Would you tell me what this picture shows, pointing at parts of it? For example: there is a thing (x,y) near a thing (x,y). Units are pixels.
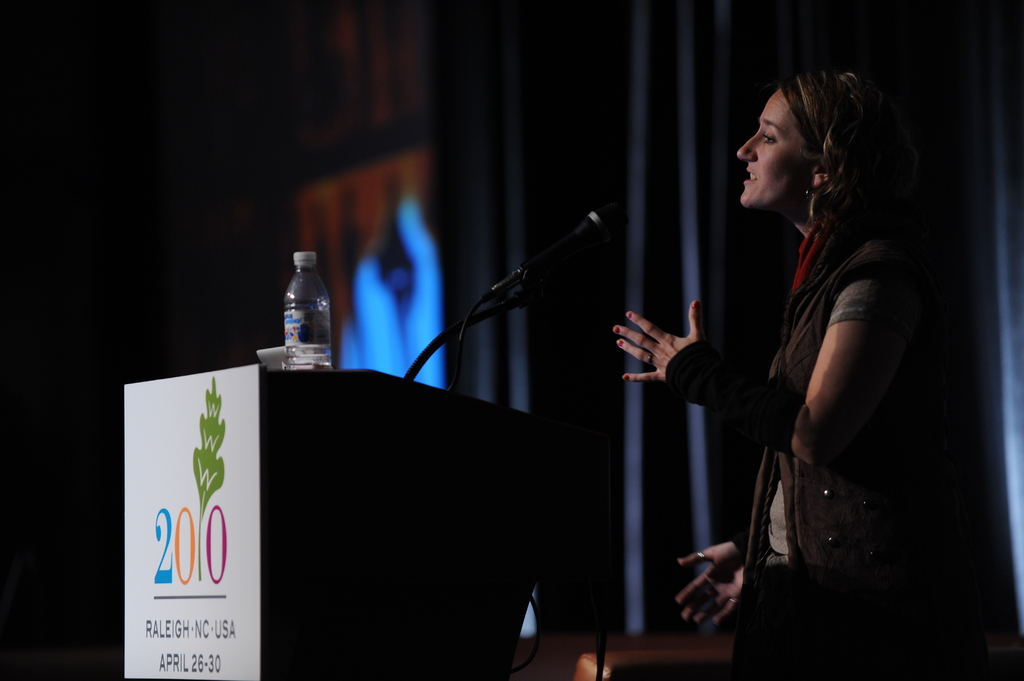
In this image I can see the person (791,298) wearing the dress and standing in-front of the podium (379,495). On the podium (393,421) I can see the mic (464,333) and bottle (291,319). I can see the black, blue and orange color background (574,108).
